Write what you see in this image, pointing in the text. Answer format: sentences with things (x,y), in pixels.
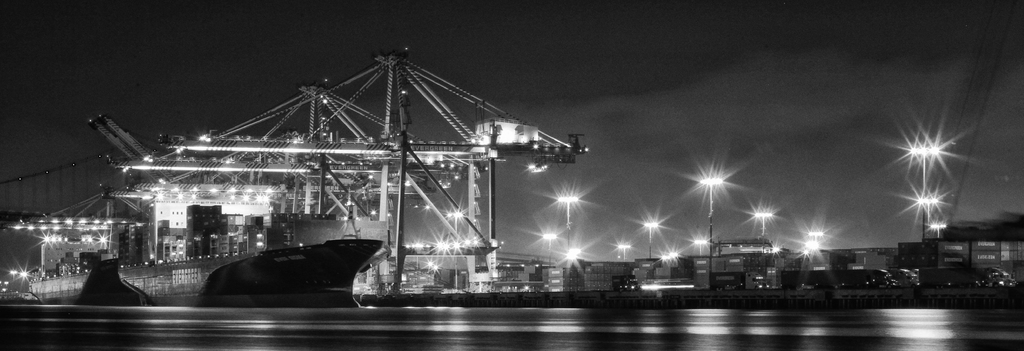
In this image there is a shipyard (336,190) with metal structures (390,226), lamp posts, containers (514,274) and ships (311,244).
